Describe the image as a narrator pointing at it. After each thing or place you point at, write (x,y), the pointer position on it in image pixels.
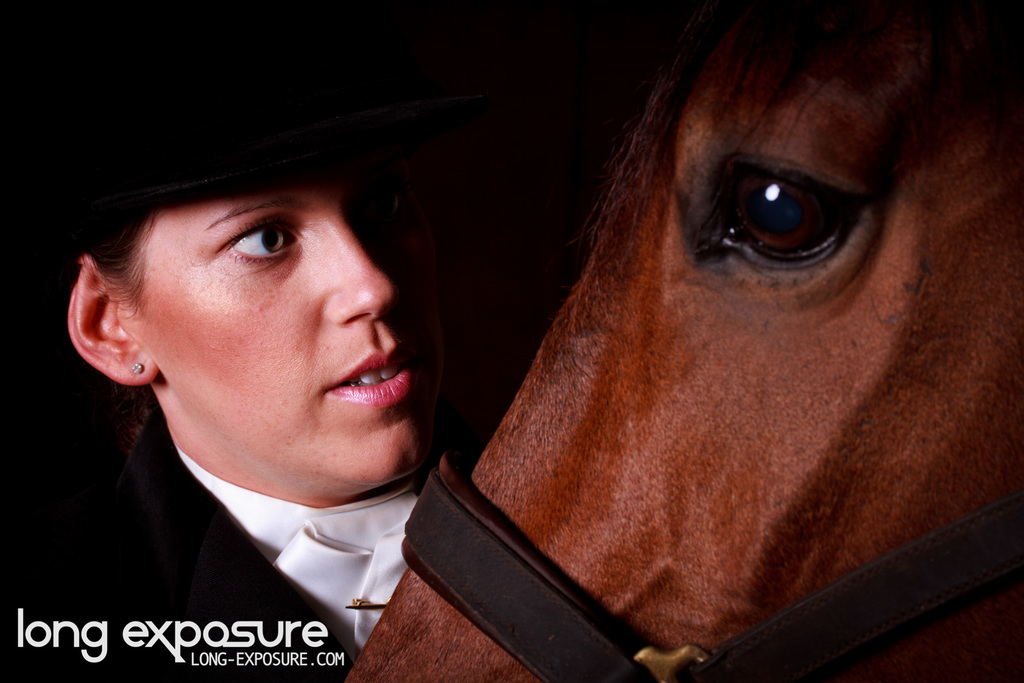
There is a woman (348,180) staring at a horse (625,346). She is wearing a black hat (194,91), a earring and a black jacket (225,535). This horse (460,623) having a belt (465,564). To the bottom left (339,656) there is a text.
